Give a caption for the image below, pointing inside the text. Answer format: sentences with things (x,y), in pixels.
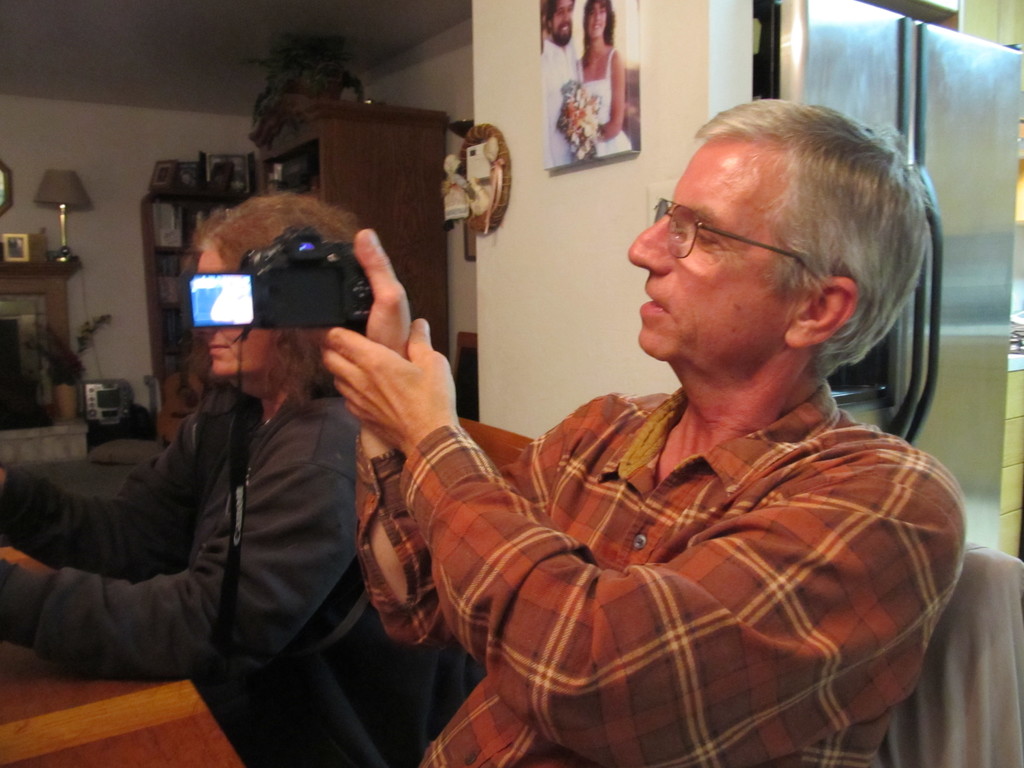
In the center of the image (427,352) there are two people (426,505) sitting. The man (509,654) who is wearing glasses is holding a camera (250,319) in his hand (398,395) and there is a lady (298,580) sitting next to him. In the background (353,143) there is a cupboard (349,206), table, shelves (164,197), refrigerator (806,77) and a photo frame (579,152) which is placed on the wall (615,167).
